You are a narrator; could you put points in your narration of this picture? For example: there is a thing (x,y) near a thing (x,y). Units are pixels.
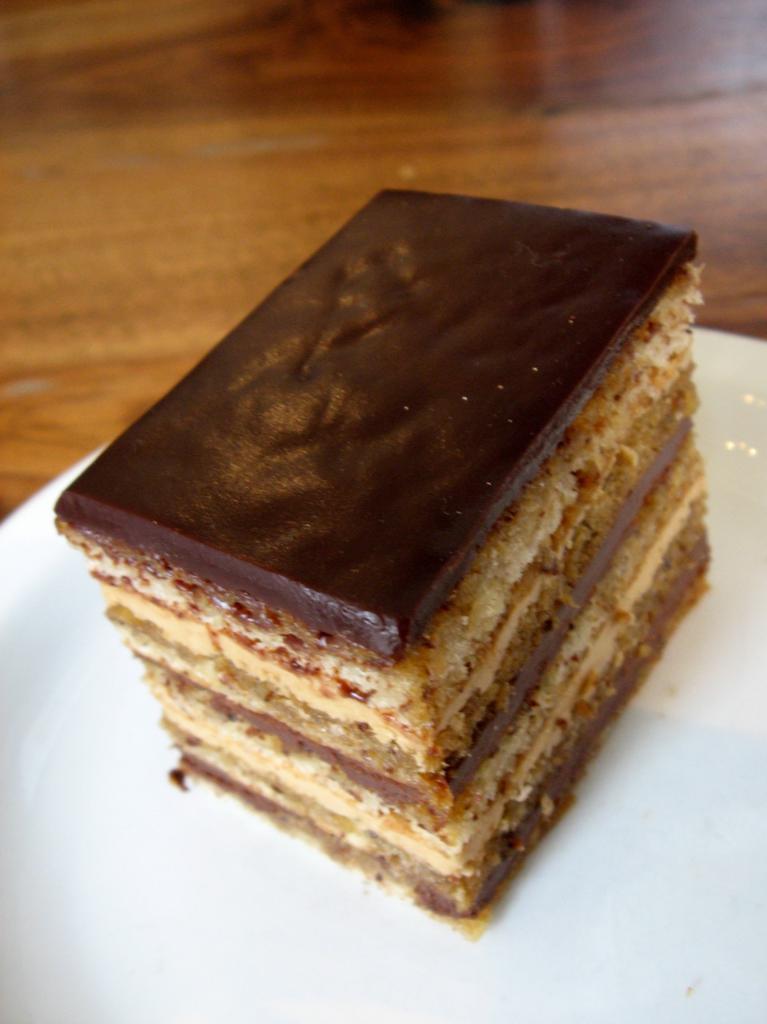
In this picture we can see a cake (473,903) on a plate (606,746) and this plate (722,704) is placed on a platform (17,306).
